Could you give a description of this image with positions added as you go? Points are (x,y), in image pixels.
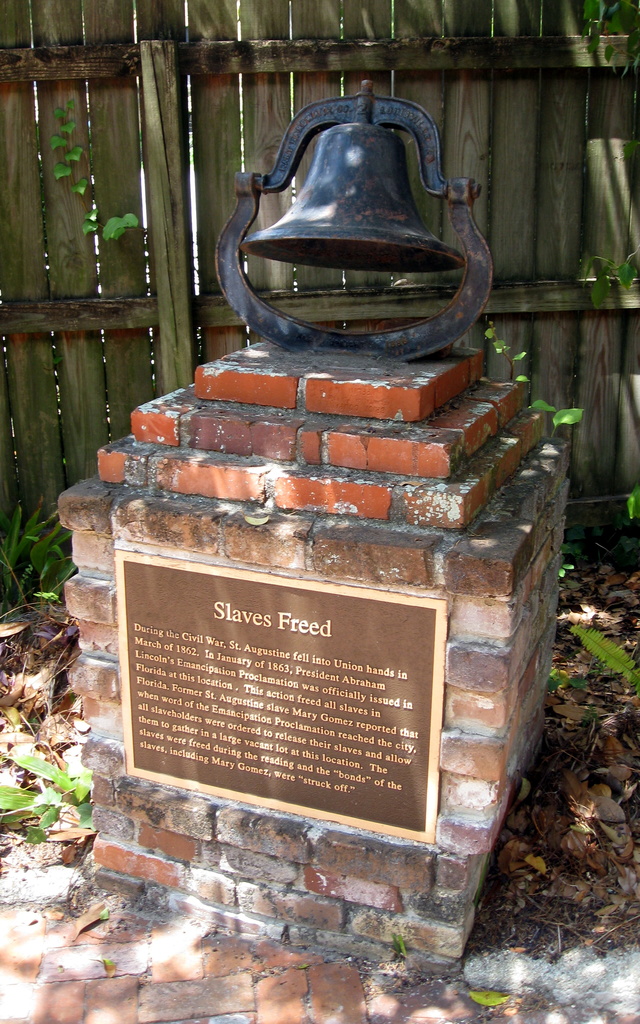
In the image we can see a memorial (355,506), this is a board (340,634), bell (288,261), wooden fence (209,77), dry leaves (586,752) and a grass (17,535).
